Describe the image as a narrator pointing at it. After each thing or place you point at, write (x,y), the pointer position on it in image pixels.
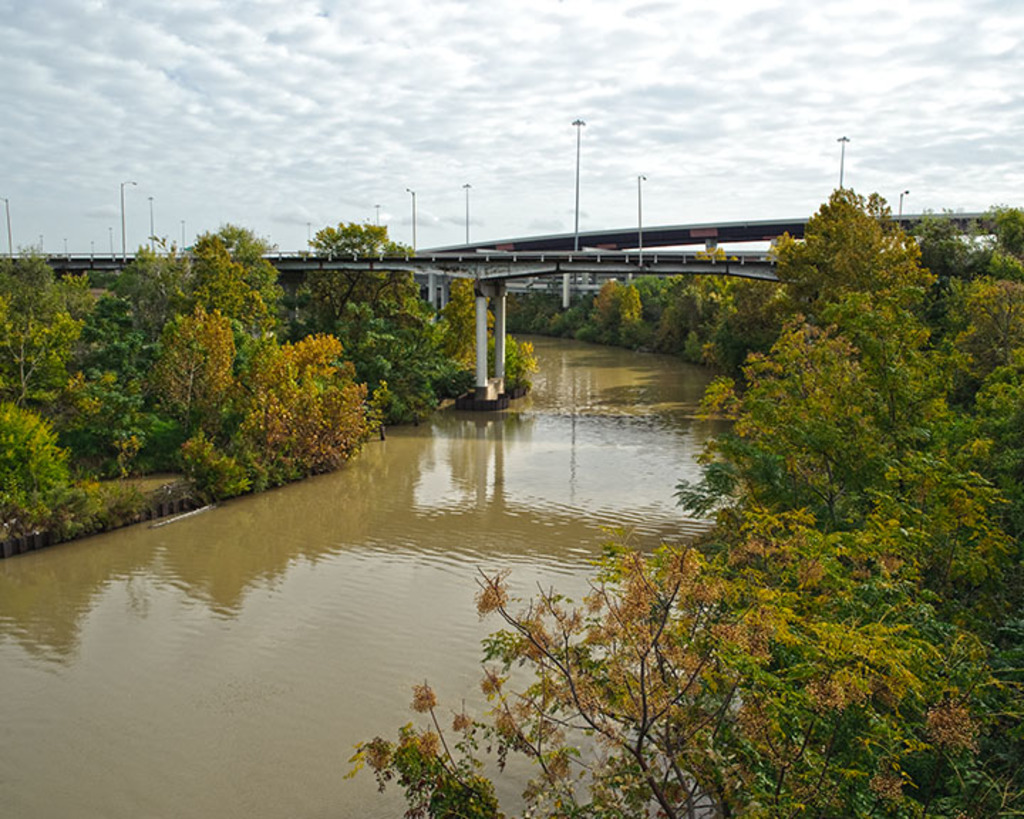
In this picture I can see there is a river (237,680), trees (726,555), plants (618,556) and a bridge (596,233) here and there are few poles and the sky (213,229) is cloudy.
